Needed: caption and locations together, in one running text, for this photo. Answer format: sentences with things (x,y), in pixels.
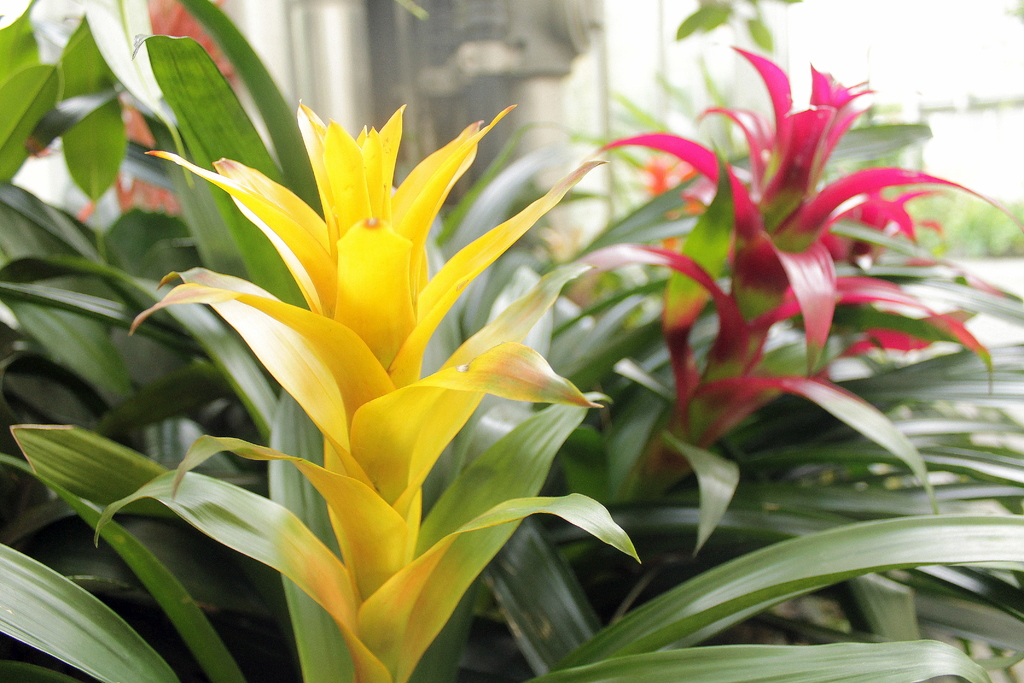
In this image, we can see few plants (716,368) with flowers (385,243). Background (1013,70) there is a blur view.
